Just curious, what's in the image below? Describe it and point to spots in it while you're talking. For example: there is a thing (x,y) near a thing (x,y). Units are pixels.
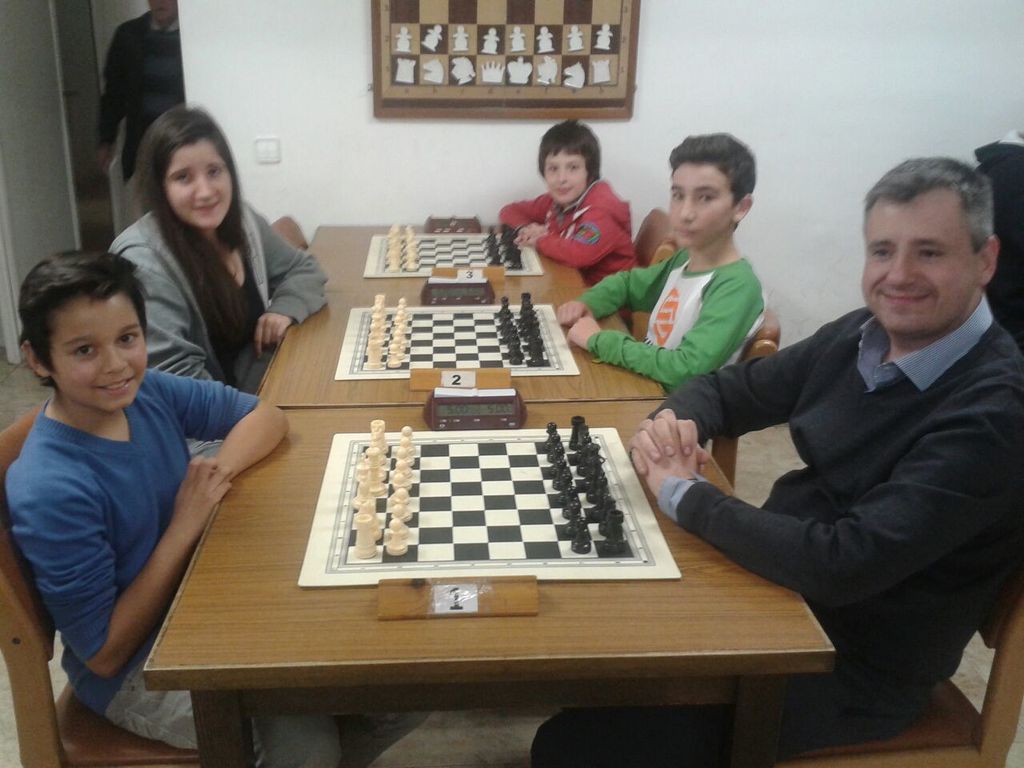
In the given image we can see there are six people (211,344) in a room (248,349), five of them are sitting and one is standing. This is a chess board (474,510) and chess coins (373,482). Even we can see a table (241,680) and a chair (54,733).
